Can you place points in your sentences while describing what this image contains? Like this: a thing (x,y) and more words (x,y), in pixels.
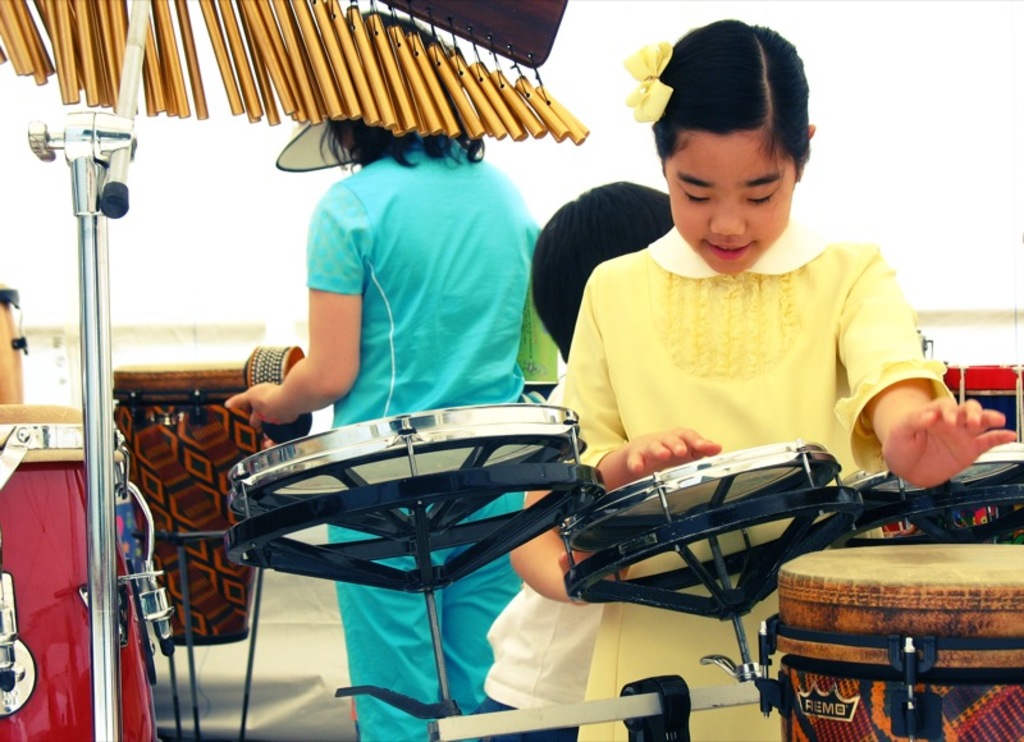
This is the picture of a girl (731,388) wearing yellow dress (680,408) and playing the drum (688,576) and behind her there are other girls (423,252) doing some thing.
